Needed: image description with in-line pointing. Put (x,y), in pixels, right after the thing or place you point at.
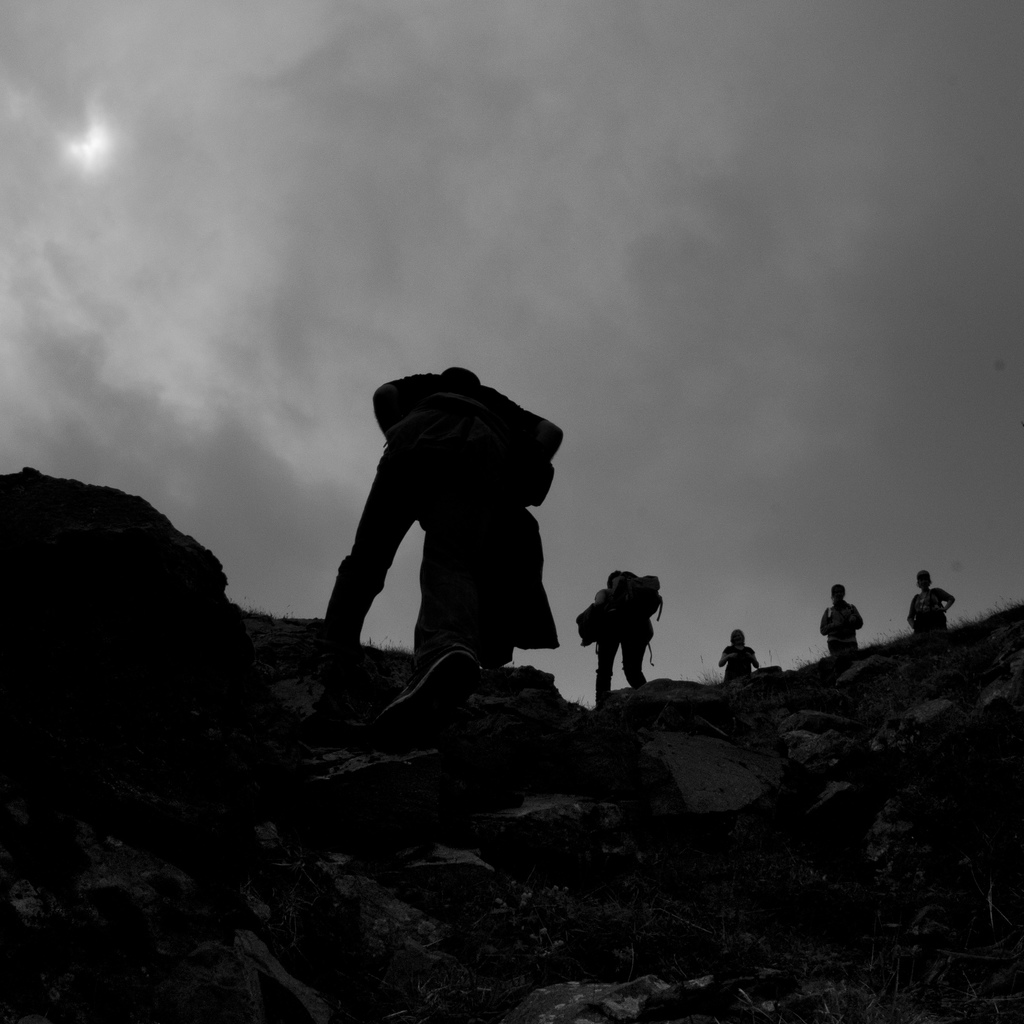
This image is taken outdoors. At the top of the image (256,215) there is the sky (328,185) with clouds (410,175). At the bottom of the image (244,903) there are a few rocks (302,723). In the middle of the image (440,536) a person (421,590) is climbing a rock (372,661) and a few (637,650) are standing on the ground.
